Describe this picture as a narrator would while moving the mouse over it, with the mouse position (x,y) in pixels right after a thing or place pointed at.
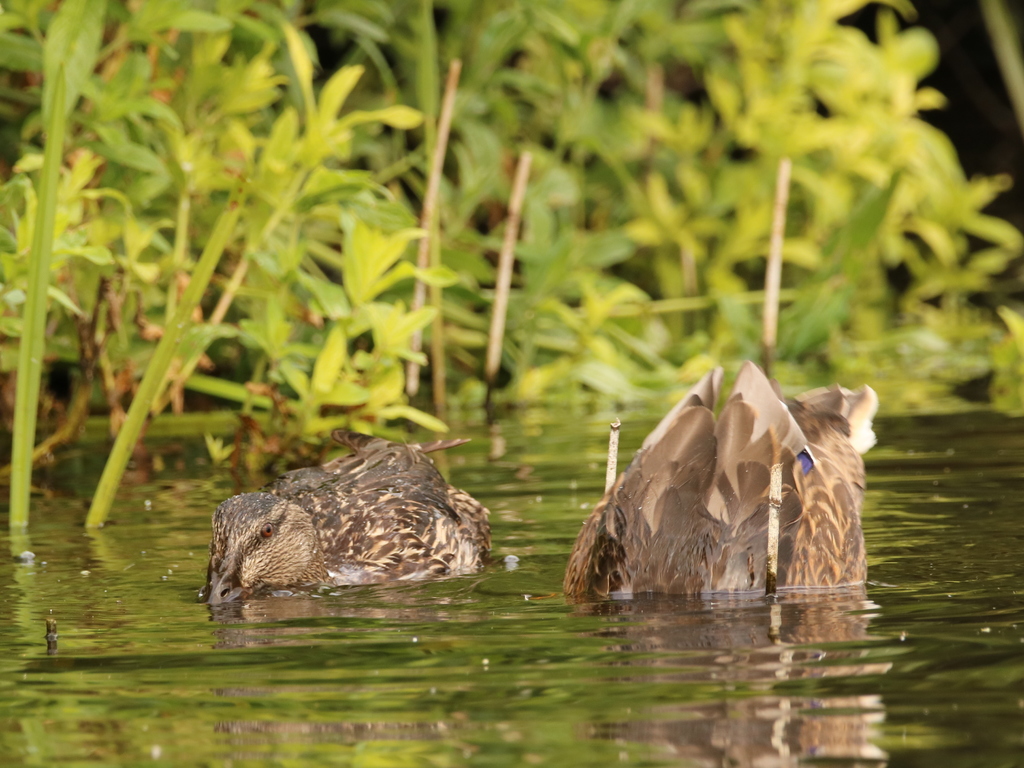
This picture shows couple of birds (378,480) swimming in the water (327,762) and we see plants (620,352) on the side.
